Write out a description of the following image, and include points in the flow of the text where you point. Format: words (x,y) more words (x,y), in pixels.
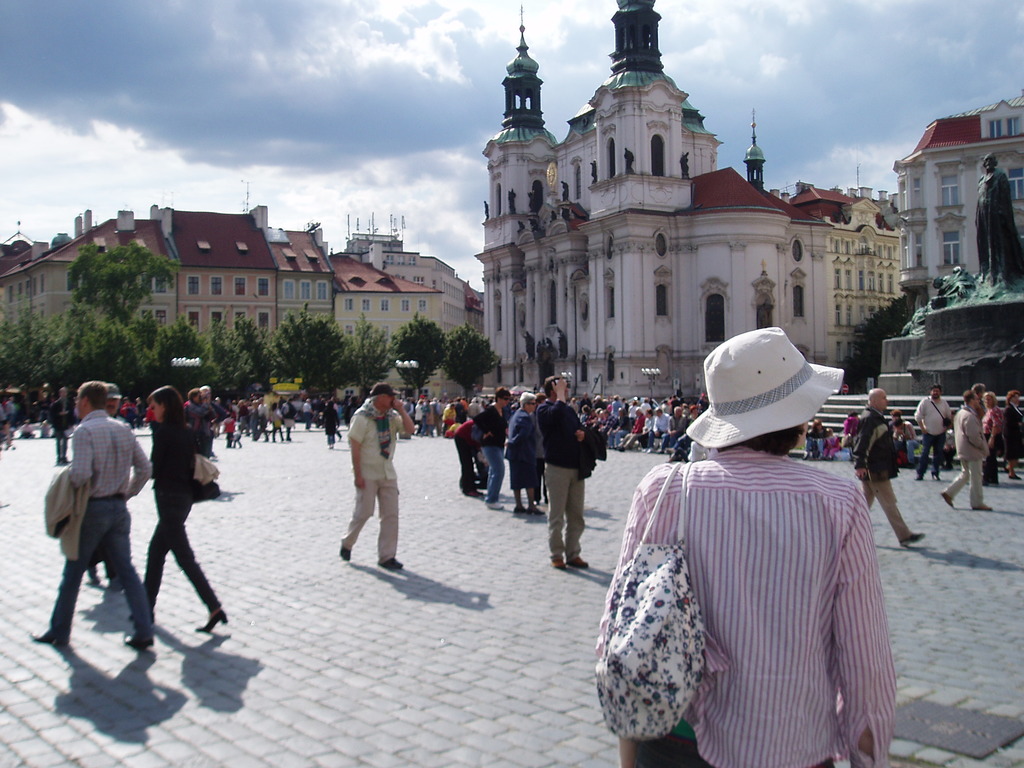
Here in this picture we can see number of people (553,471) walking, standing and sitting over a place (394,640) and some of them (173,496) are carrying hand bags (204,496) and coats (67,490) with them and some of them (748,452) are wearing hats (702,429) and caps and we can see a statue (1021,242) on the right side (996,281) and we can see other buildings (341,292) with number of windows (190,282) present and we can also see plants (58,331) and trees (274,367) present and we can see sky (342,232) is covered with clouds (150,174).
